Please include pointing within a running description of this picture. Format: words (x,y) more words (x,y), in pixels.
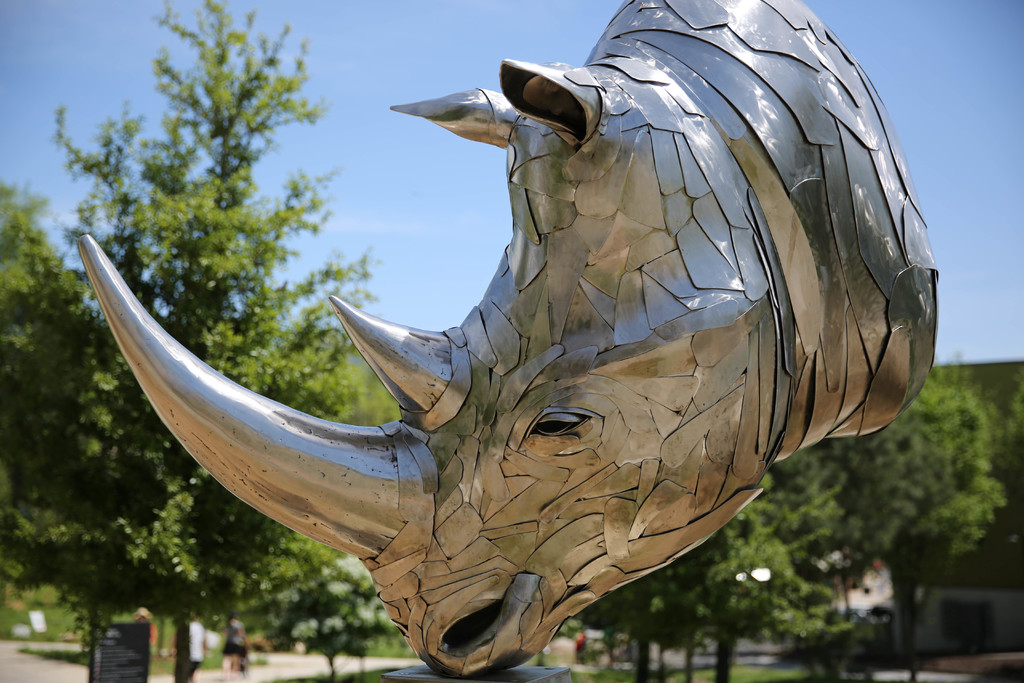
In the image there is a sculpture of head of an animal (499,393) and behind the sculpture (506,464) there are a lot of trees (125,504).
